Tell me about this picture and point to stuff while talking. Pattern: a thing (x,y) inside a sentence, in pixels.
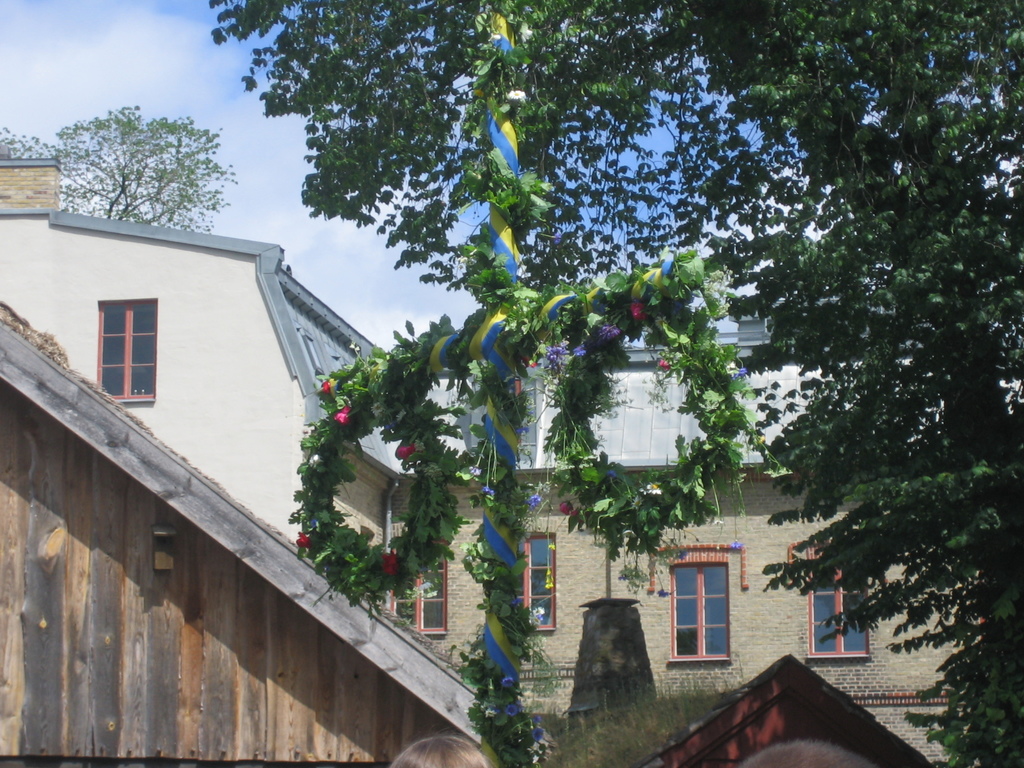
In this picture we can see a house (194,375), on the right side (917,289) there is a tree (777,293), in the background (183,220) we can see another tree (135,165), there is the sky (119,48) at the top of the picture (139,48), we can see a pole (494,132) and flowers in the middle (490,335).
